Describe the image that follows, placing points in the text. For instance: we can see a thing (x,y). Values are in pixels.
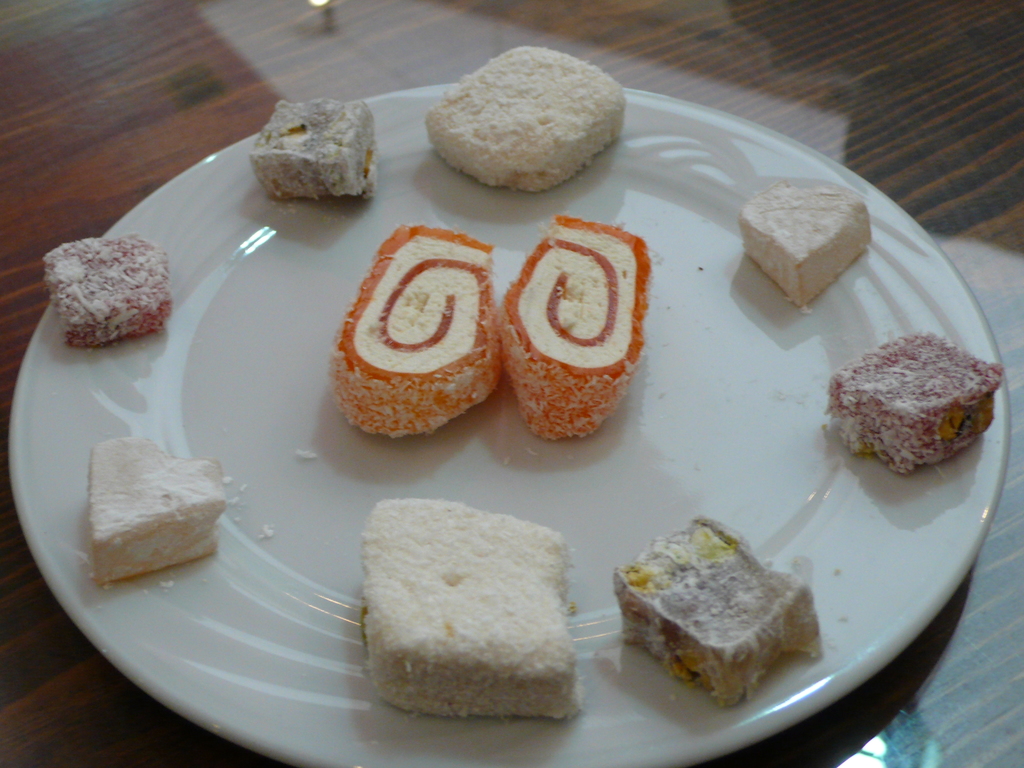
In the picture I can see few eatables (570,175) which are placed in a white plate (563,445).
